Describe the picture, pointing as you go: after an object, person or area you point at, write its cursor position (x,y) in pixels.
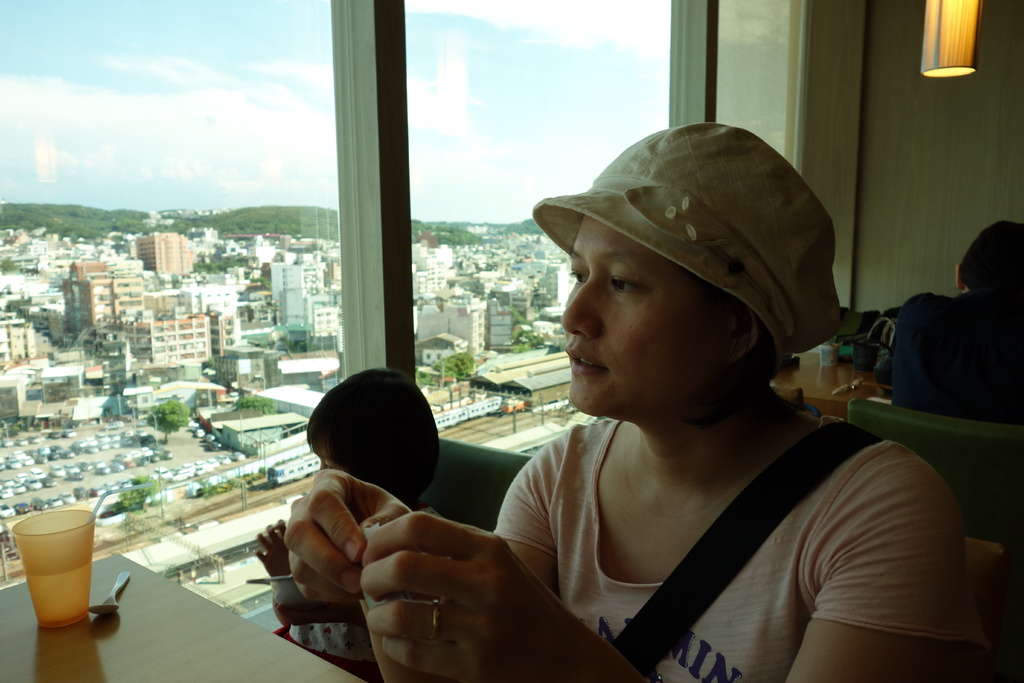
In this image I see a woman (637,421) and a child (394,442) who are sitting on chairs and I see this woman (740,579) is holding a thing (375,530) in her hands (362,557) and I see the table (113,578) on which there is a cup (55,532) and a spoon (115,602) beside to it and I see another person (922,333) who is sitting on a chair (919,442) and I see another table (819,393) over here and I see the wall (917,291) and I see the light (956,68) over here. I can also see the windows (675,51) and through the glasses (325,339) I see number of buildings (463,346), trees (60,222), cars (151,448) and I see the clear sky (181,154).
